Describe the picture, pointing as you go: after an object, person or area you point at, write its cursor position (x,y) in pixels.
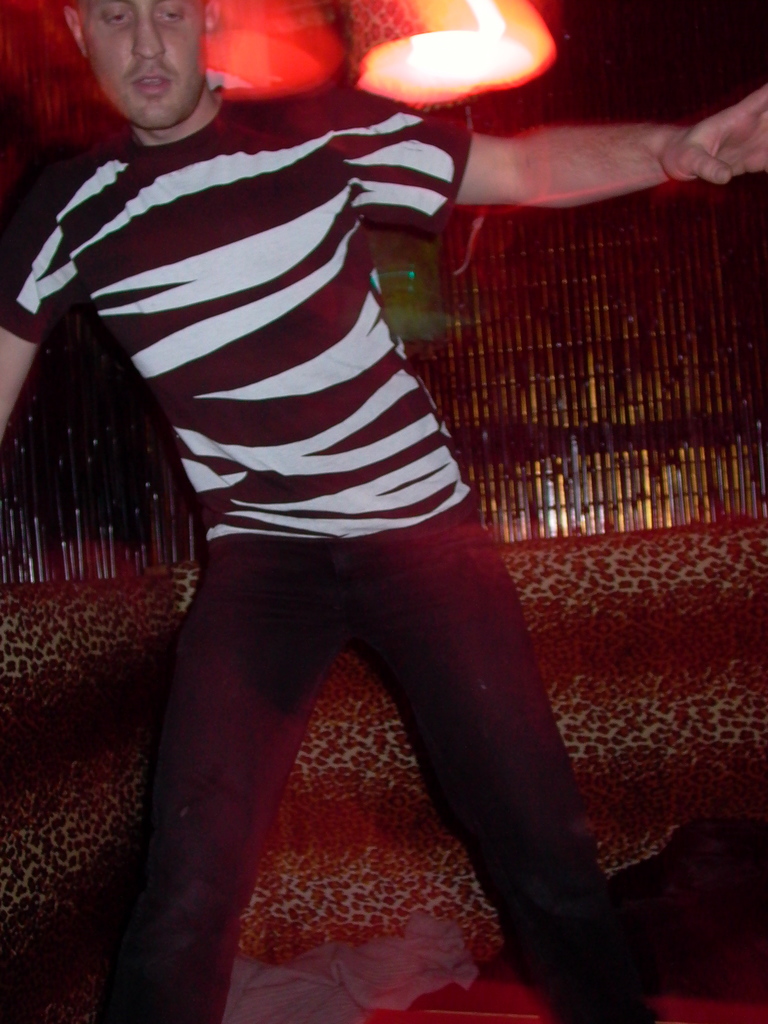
In this image, we can see a man (403,645) standing and there is a light (442,62) at the top (457,48).
